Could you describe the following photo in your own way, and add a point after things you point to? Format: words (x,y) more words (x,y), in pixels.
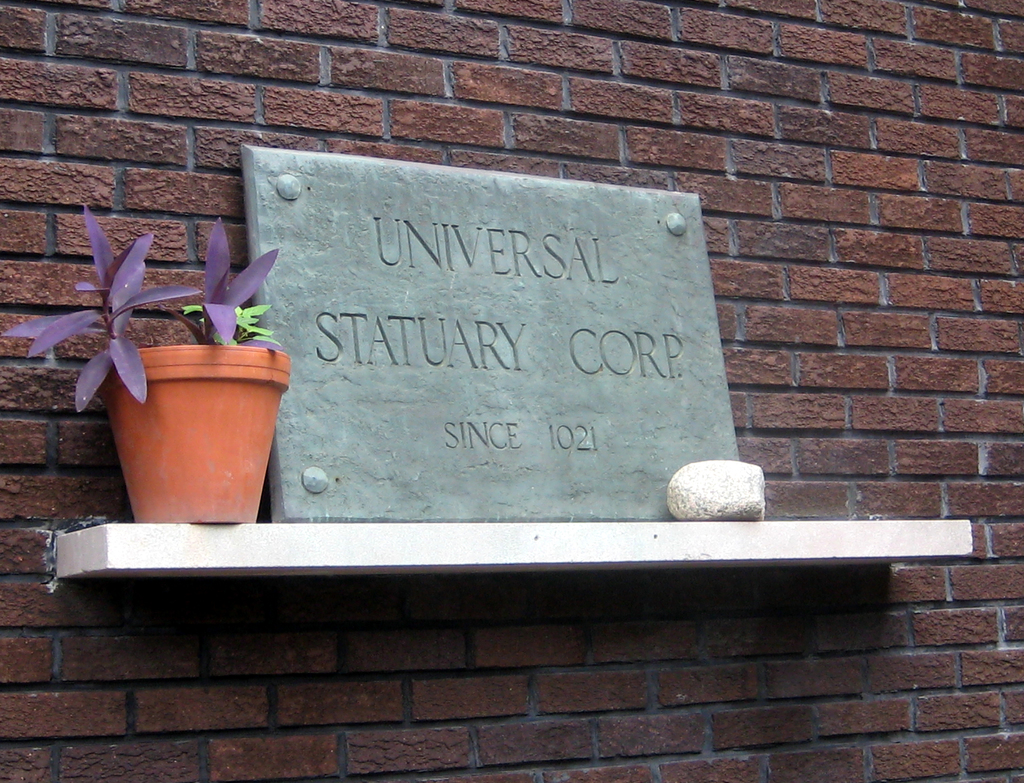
In the center of the image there is a brick wall (764,166). And we can see one stone object (326,539). On the stone object (398,552), we can see one stone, one plant pot (274,406), plant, one stone banner (585,432) etc. On the banner (310,308), we can see some text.
